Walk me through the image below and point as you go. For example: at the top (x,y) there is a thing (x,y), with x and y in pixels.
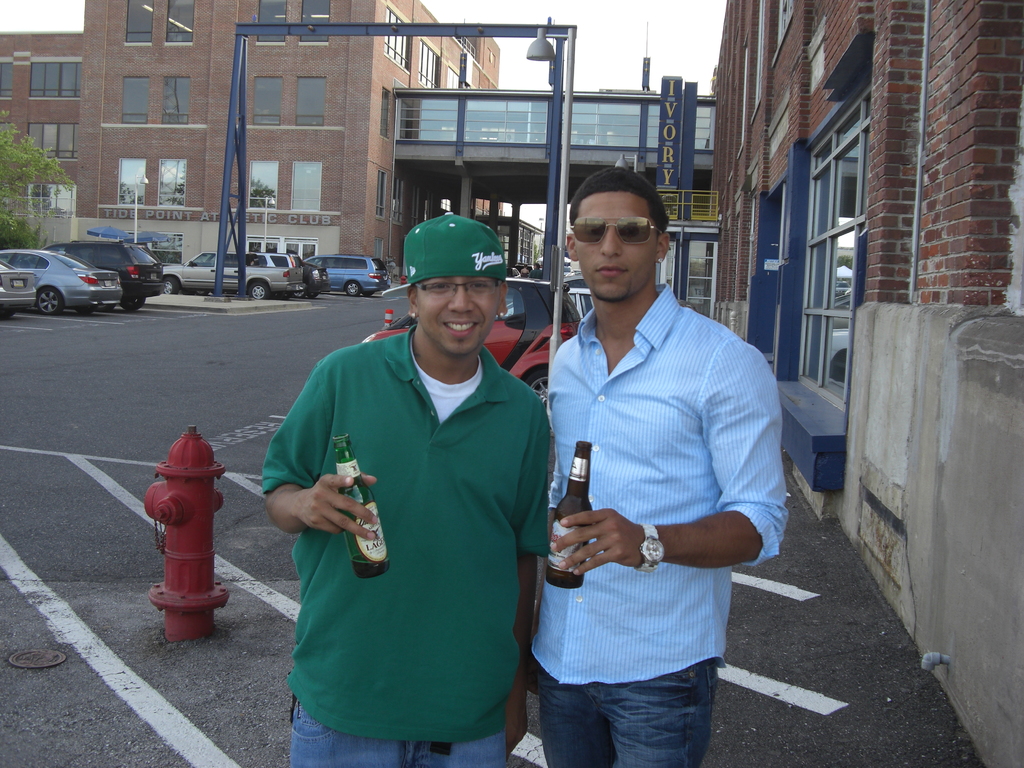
In the middle of the image (491,504) we can see two men (468,329), they are holding bottles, beside them we can find a water hydrant (172,521), in the background (19,277) we can see few vehicles (381,272), trees (0,150), buildings (28,120) and few more people (517,267).
